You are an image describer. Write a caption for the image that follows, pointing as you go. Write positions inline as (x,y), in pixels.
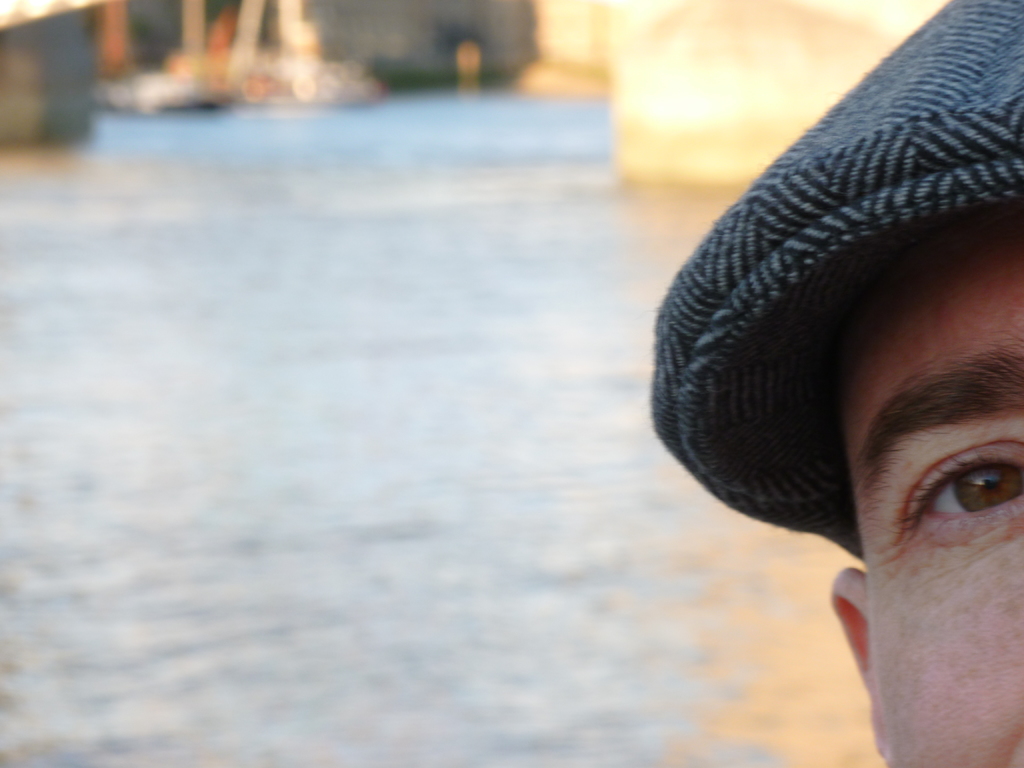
In the picture there is water (608,436), there is a person (972,453) wearing cap (843,490).
